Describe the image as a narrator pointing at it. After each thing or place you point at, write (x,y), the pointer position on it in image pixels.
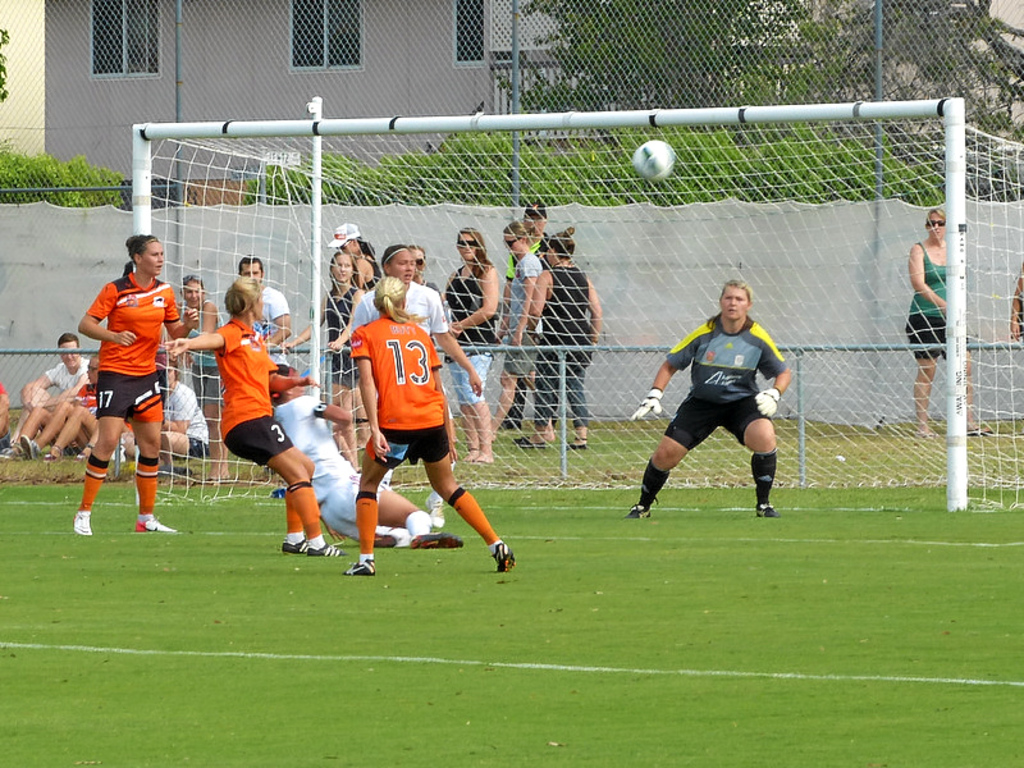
In this picture we can see some people (243,435) playing the football game, some people (249,383) are standing and some people (51,400) are sitting on the grass (252,459). There is a ball (648,160) in the air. Behind the players (377,300) there is a football net (220,383). Behind the people (151,317) there is the fence (77,193), cloth (58,205), poles (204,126), trees (802,79) and a building (217,49).
